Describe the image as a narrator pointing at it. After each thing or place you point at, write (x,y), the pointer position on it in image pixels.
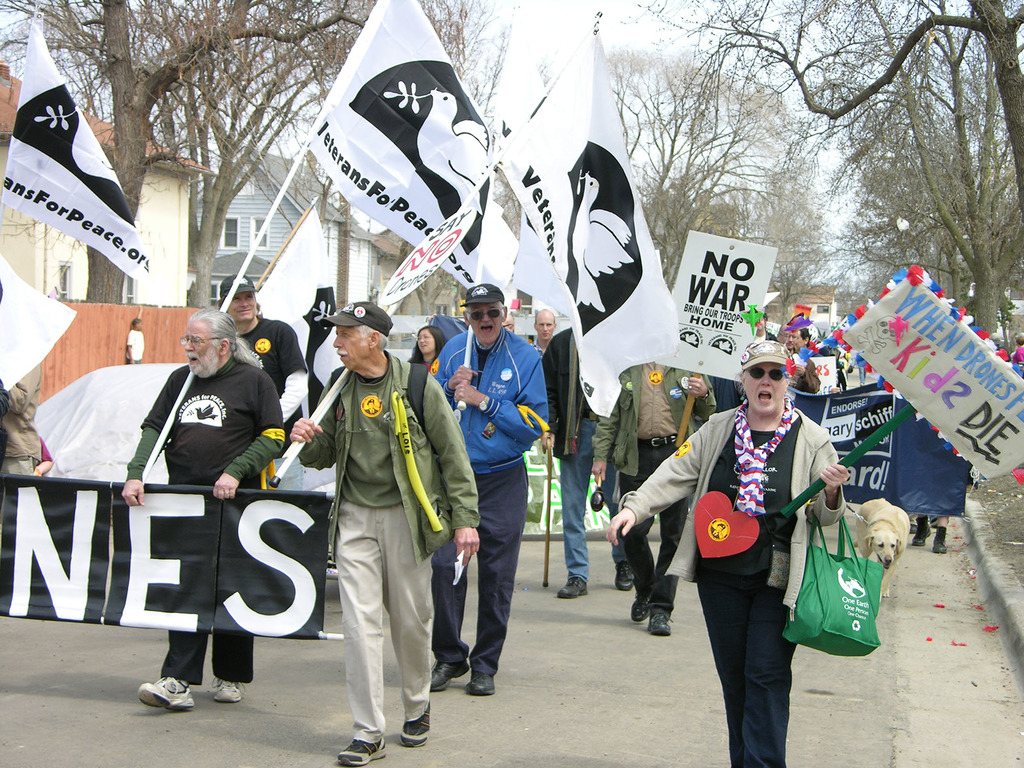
This is an outside view. Here I can see few people (622,456) are holding boards (905,382) and the flags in their hands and walking on the road (554,661). Many are wearing jackets (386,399) and I can see caps (490,293) on their heads (351,351). In the background (168,218), I can see few buildings (182,204) and trees (182,71). On the top of the image (547,23) I can see the sky (548,19).
